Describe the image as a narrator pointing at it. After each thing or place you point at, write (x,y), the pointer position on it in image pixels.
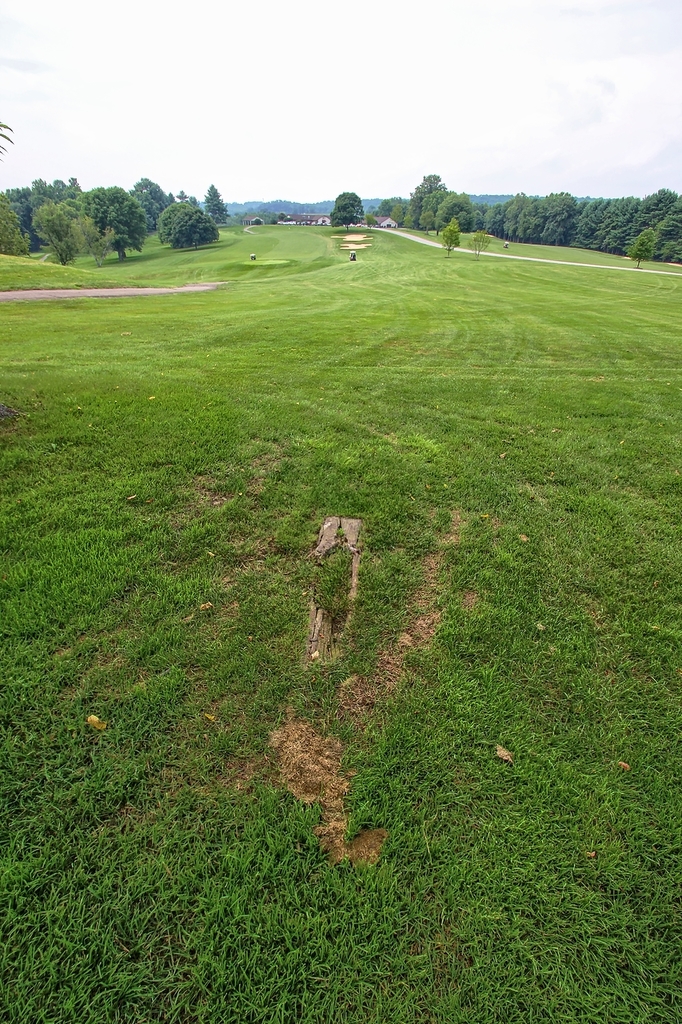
In this image there is a green field (445,320), on either side of the field (370,266) there are trees (590,219), in the background (298,220) there are houses (325,222) and cloudy sky (303,159).
